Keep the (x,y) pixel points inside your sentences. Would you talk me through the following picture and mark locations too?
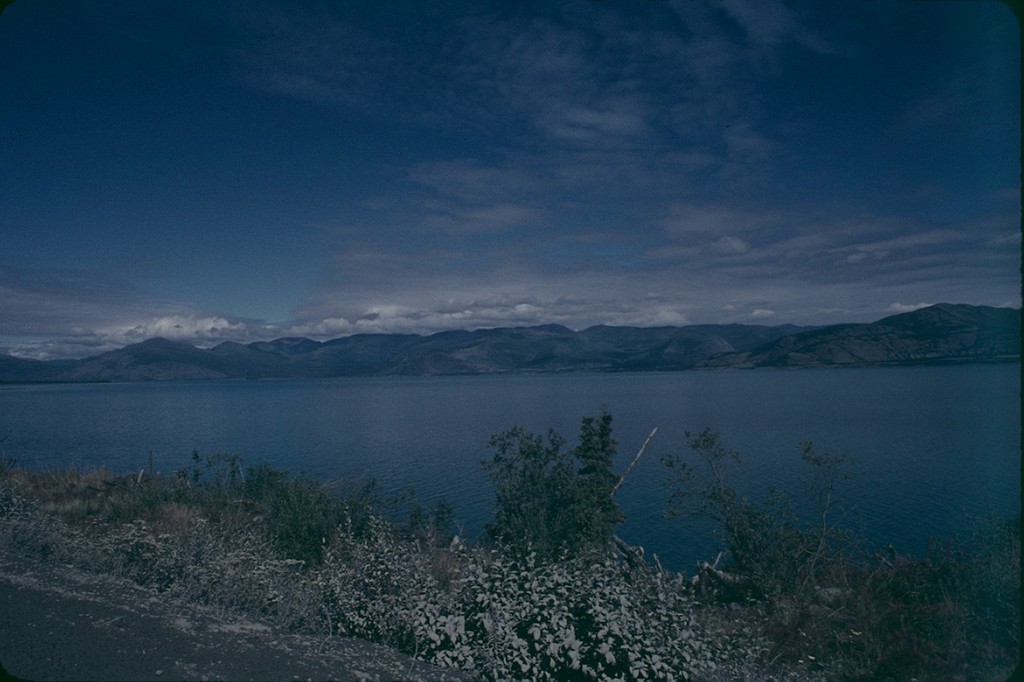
In the image there is a cloudy sky (550,208) and over here there is a river (302,415) either sides of the river (182,422) there are plants (329,524) and mountains (424,366). Beside plants (217,560) there is a road (122,640).
